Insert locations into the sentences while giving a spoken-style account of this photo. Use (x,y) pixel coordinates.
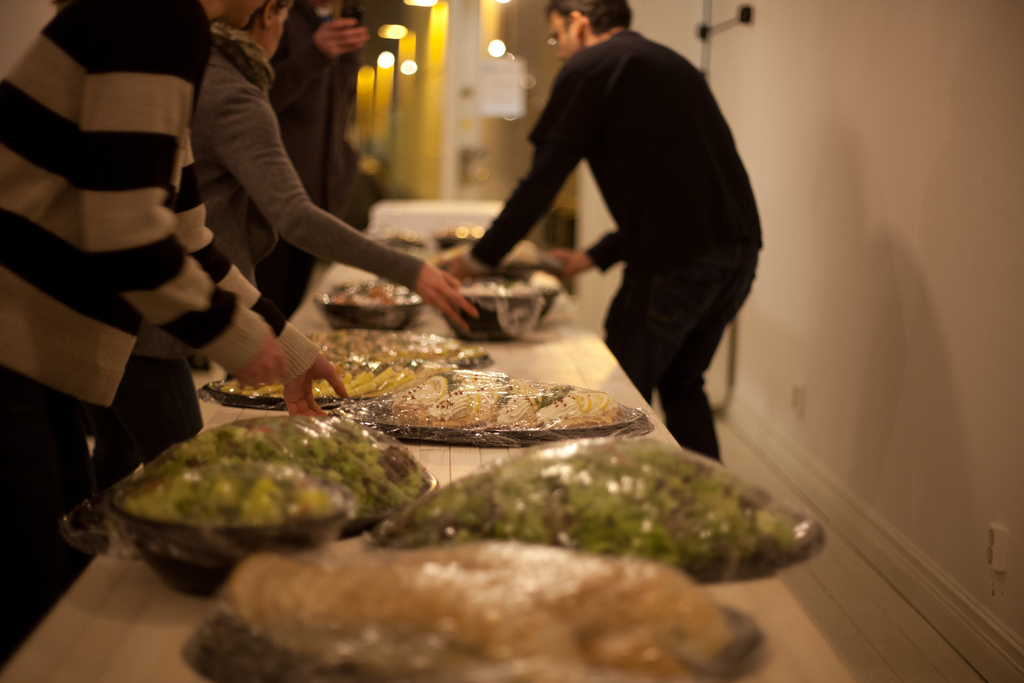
In the image in the center (677,299), we can see a few people (673,268) are standing around the table (456,470). On the table (467,460), we can see plates (488,498), bowls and some food items (516,614). In the background (532,49) there is a wall (931,94), banner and lights (497,53).
